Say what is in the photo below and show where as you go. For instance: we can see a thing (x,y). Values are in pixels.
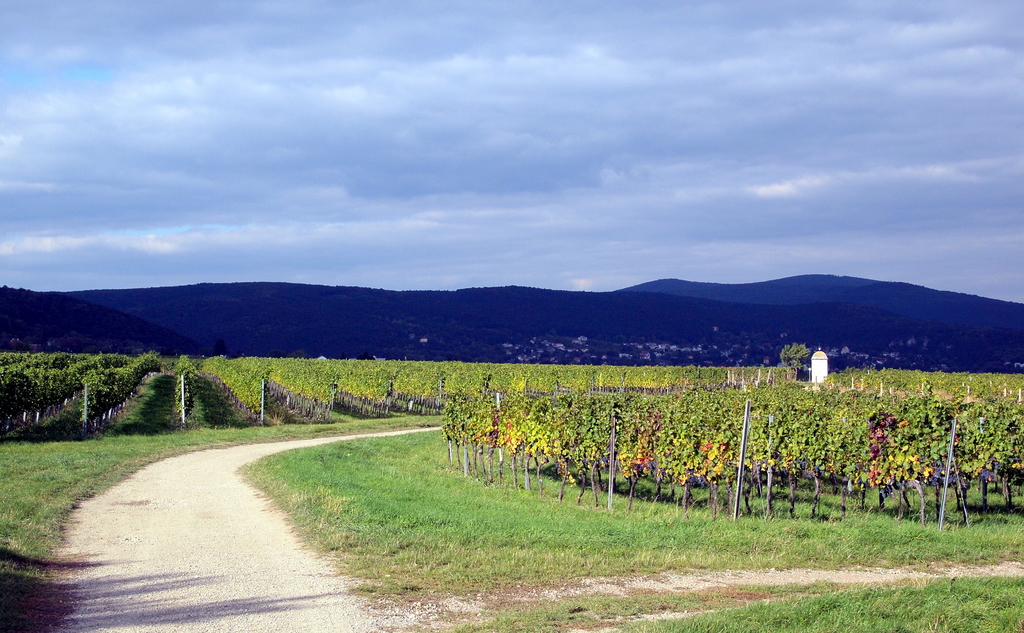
These are the plants (673,419), on the left side (246,511) this is the way (206,522). At the top (478,184) it's a sky (430,213).
